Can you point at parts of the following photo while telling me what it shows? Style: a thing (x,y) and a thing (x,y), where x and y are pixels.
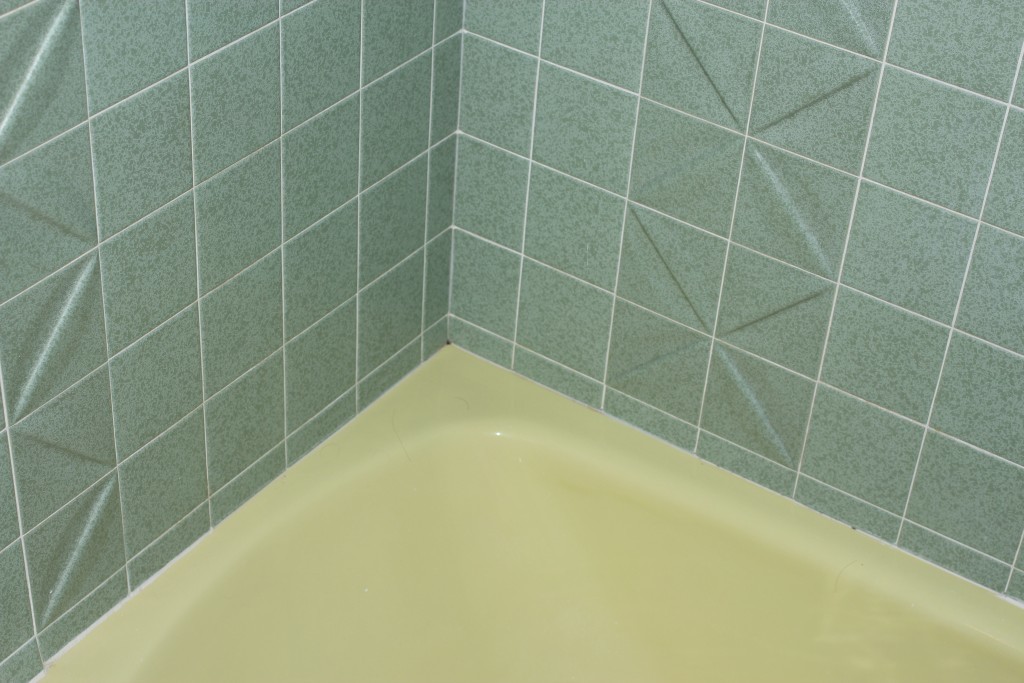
As we can see in the image there is a wall of tiles (501,286) which is of green colour and below that there is a truncated yellow colour bath tub (527,677).
